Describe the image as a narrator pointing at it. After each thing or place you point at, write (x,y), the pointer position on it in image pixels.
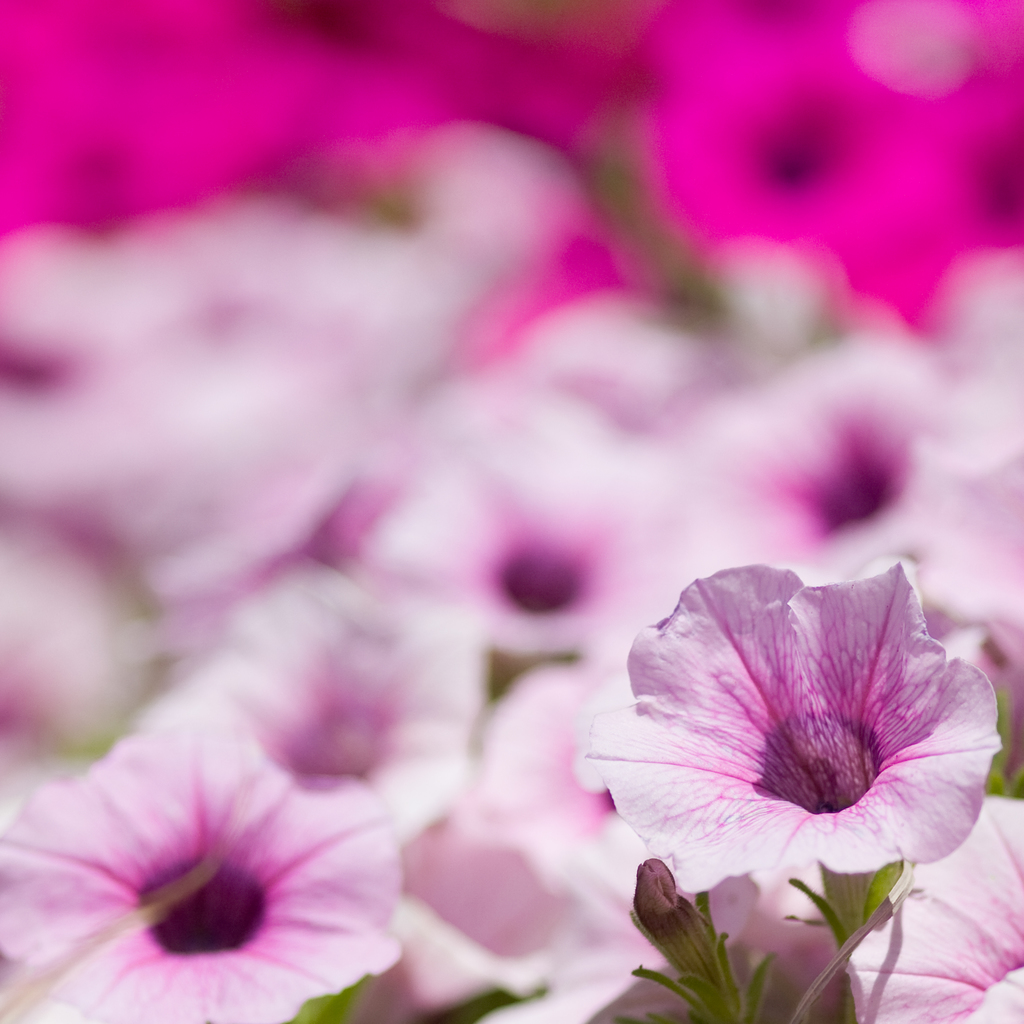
As we can see in the image there are pink color flowers (442,525) and the background (815,126) is blurred.
